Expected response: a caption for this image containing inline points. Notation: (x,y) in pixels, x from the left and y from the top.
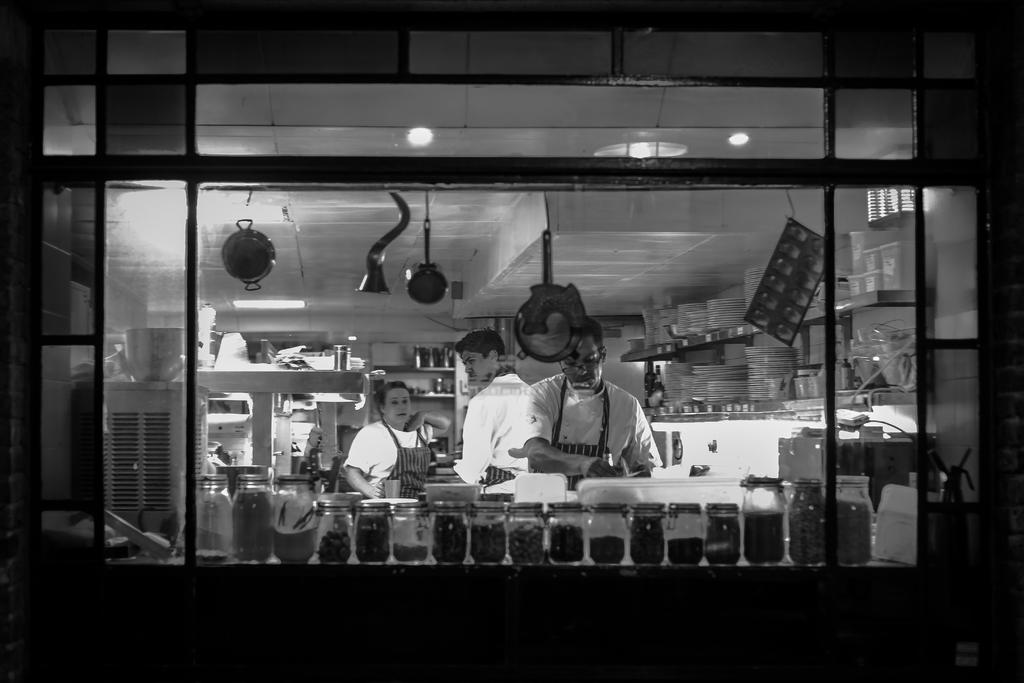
In this image there are few people (539,439) in the kitchen room (721,433), there are few plates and objects (223,344) arranged in the shelves (447,382), there is a window (831,264), few glass jars (573,528) on the table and some objects (796,268) hanging from the roof (600,314).
